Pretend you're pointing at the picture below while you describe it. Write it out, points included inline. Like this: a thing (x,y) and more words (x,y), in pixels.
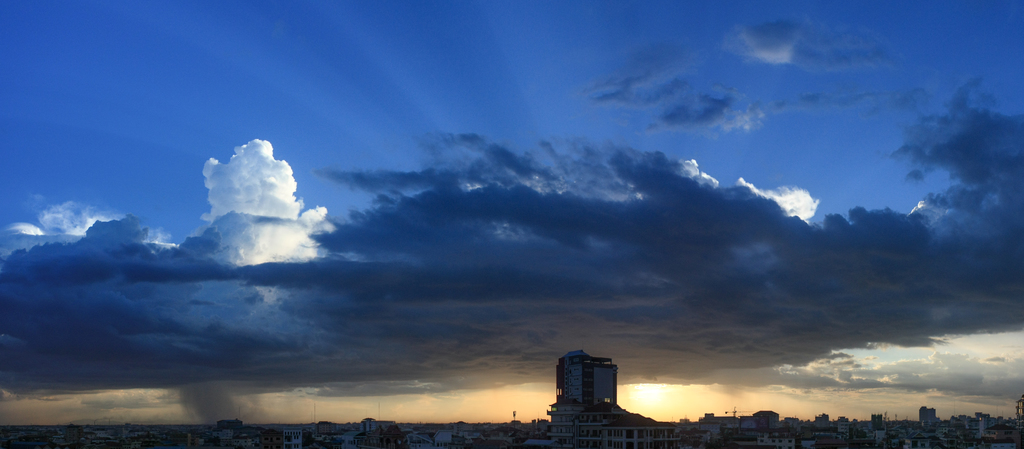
In this image we can see there are buildings (408,437) and at the top (510,126) we can see the cloudy sky (456,209).
